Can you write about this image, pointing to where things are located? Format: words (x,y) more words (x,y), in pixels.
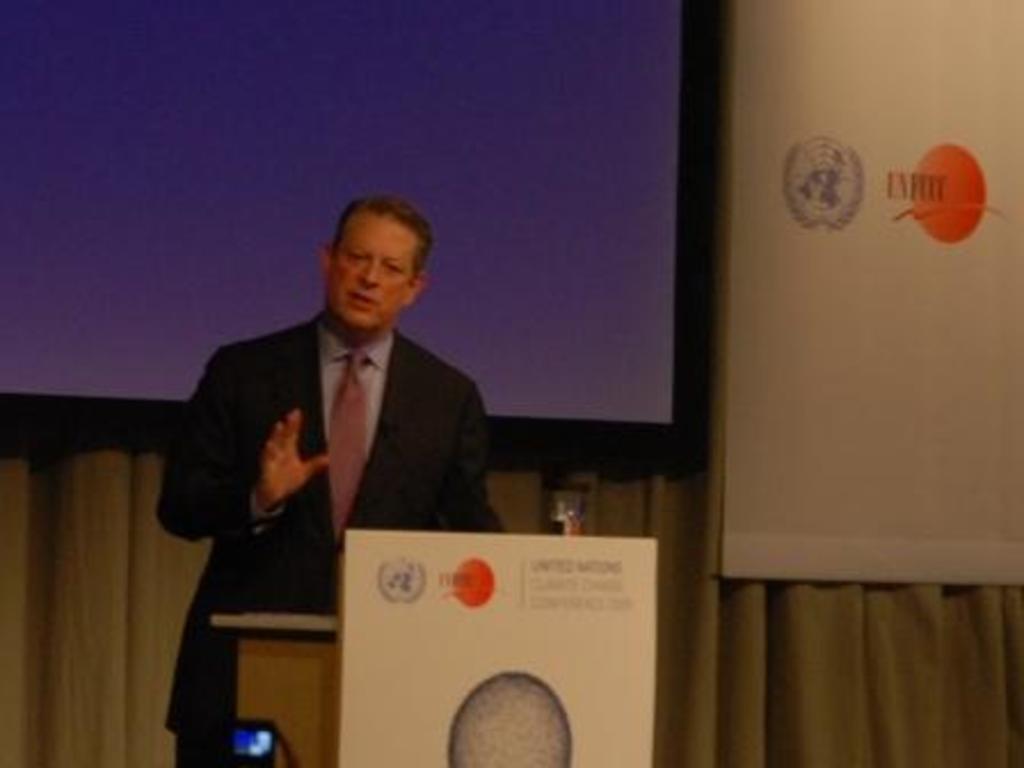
There is a person (434,410) standing in front of a desk (576,543) and a mic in the foreground area of the image (477,498), there is a screen (661,183), poster (921,132) and curtain (701,668) in the background (718,576).
